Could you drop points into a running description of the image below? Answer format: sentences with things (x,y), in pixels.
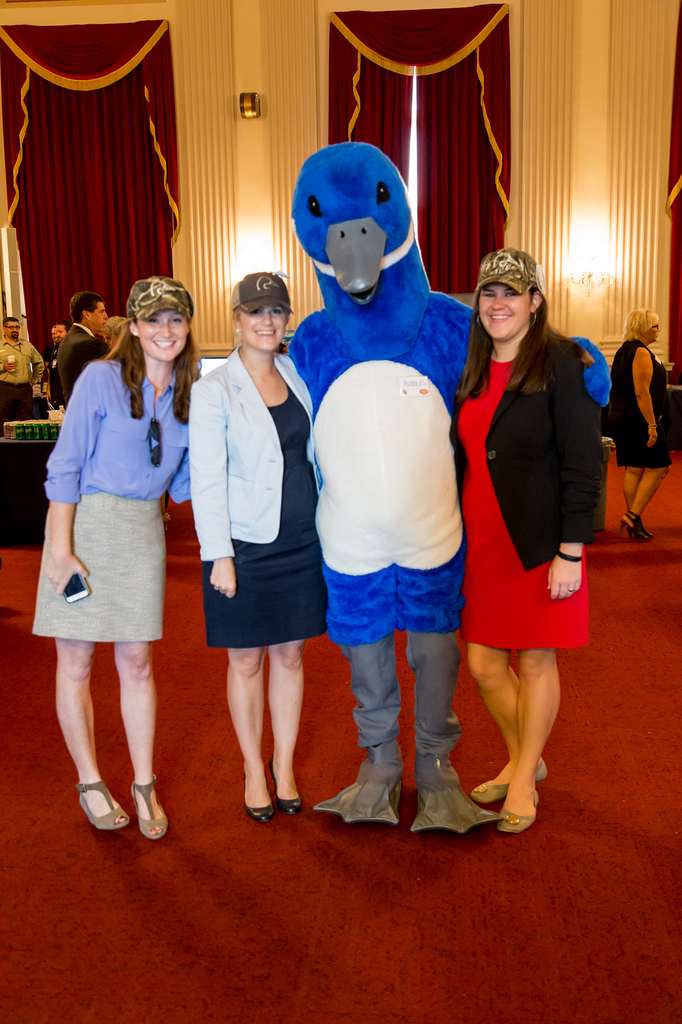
In this image we can see a group of people (399,532) standing on the floor (481,923). One woman (170,472) is holding a mobile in her hand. One person (445,365) is wearing a costume (358,378). On the left side of the image (28,430) we can see some objects (46,430) placed on the table (31,461). In the background (460,73), we can see some lights (595,263) and curtains (98,176).
